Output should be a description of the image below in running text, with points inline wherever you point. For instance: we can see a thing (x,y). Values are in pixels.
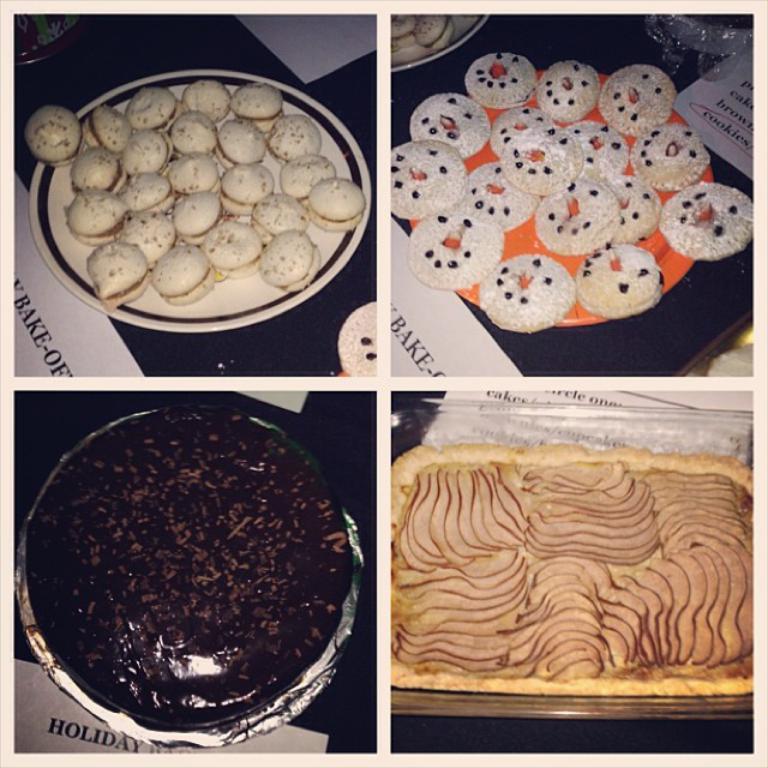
This is a collage edited image and there are four images in it. In all the images we can see food items (500,318) in the plates (285,90) on platforms (310,348) and there are papers (26,240) also on the platforms (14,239).
